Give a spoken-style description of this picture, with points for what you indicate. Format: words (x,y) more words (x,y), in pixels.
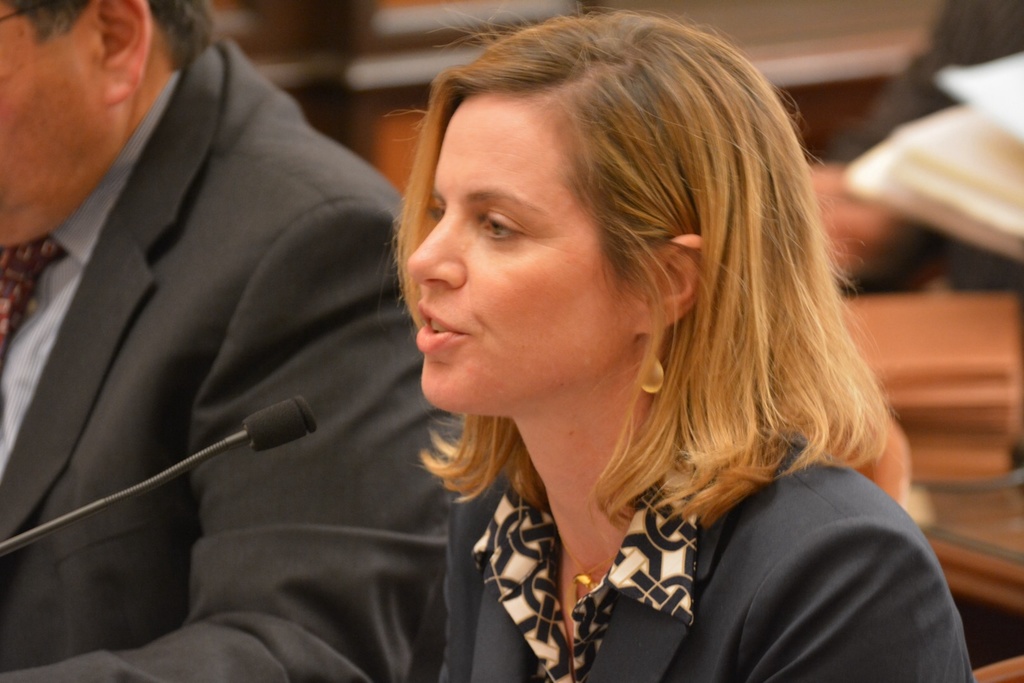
In this image we can see two people (141,204) are sitting, one microphone (254,440), one book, some objects (938,372) on the table (959,549), the background (382,124) is blurred, one woman (445,160) sitting on the chair (1001,664) and talking.
